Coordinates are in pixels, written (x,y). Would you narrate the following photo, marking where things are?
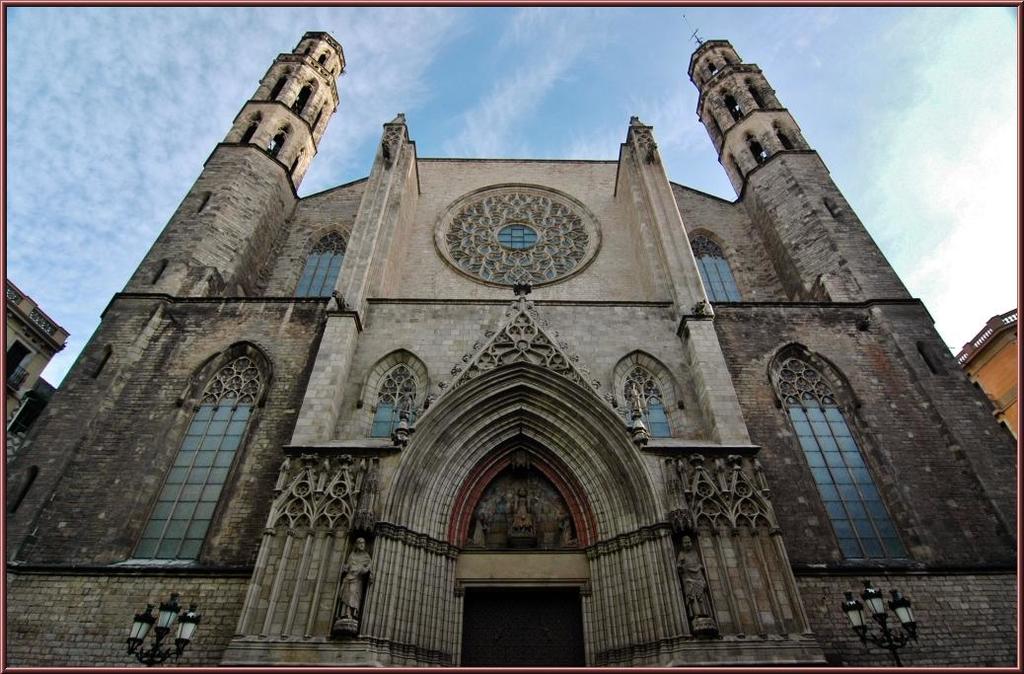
In this image I see buildings (484,424) and I see the lights (199,618) and in the background (49,208) I see the cloudy sky (321,161).
